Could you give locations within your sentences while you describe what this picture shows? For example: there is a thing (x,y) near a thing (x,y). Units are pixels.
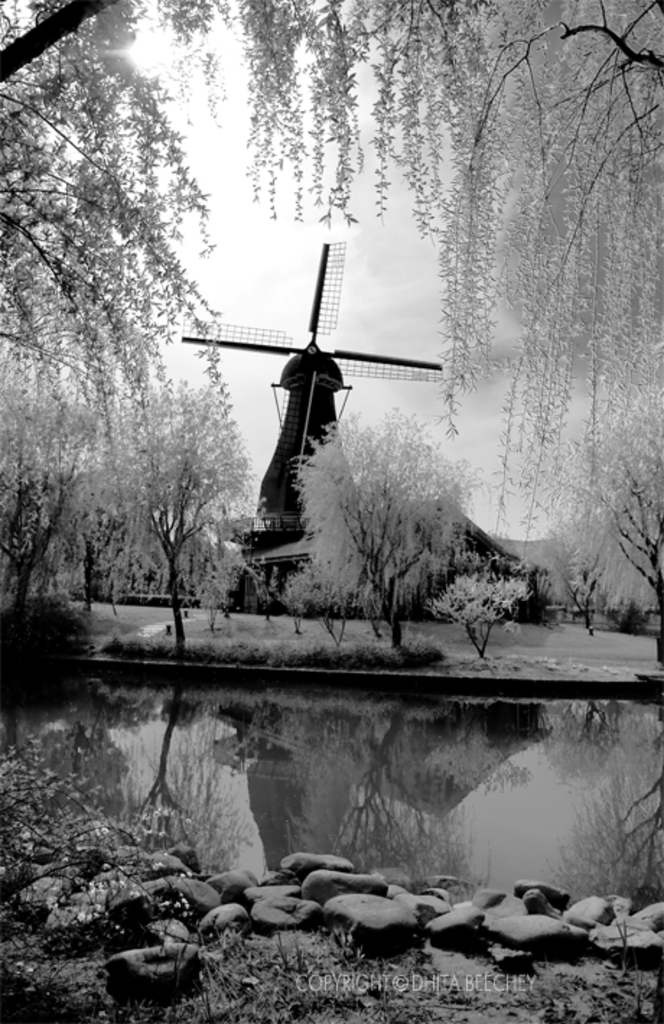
In this image there is a wind turbine (301,447) in the middle of the image (239,347). Before it there are few plants (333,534) and trees (446,579) on the land (446,642). Bottom of the image (308,924) there are few rocks (371,948) and plants (343,945) on the land (432,951). Beside there is water (409,795). Top of the image (107,108) there are few trees (630,125). Background (381,305) there is sky (384,288).
